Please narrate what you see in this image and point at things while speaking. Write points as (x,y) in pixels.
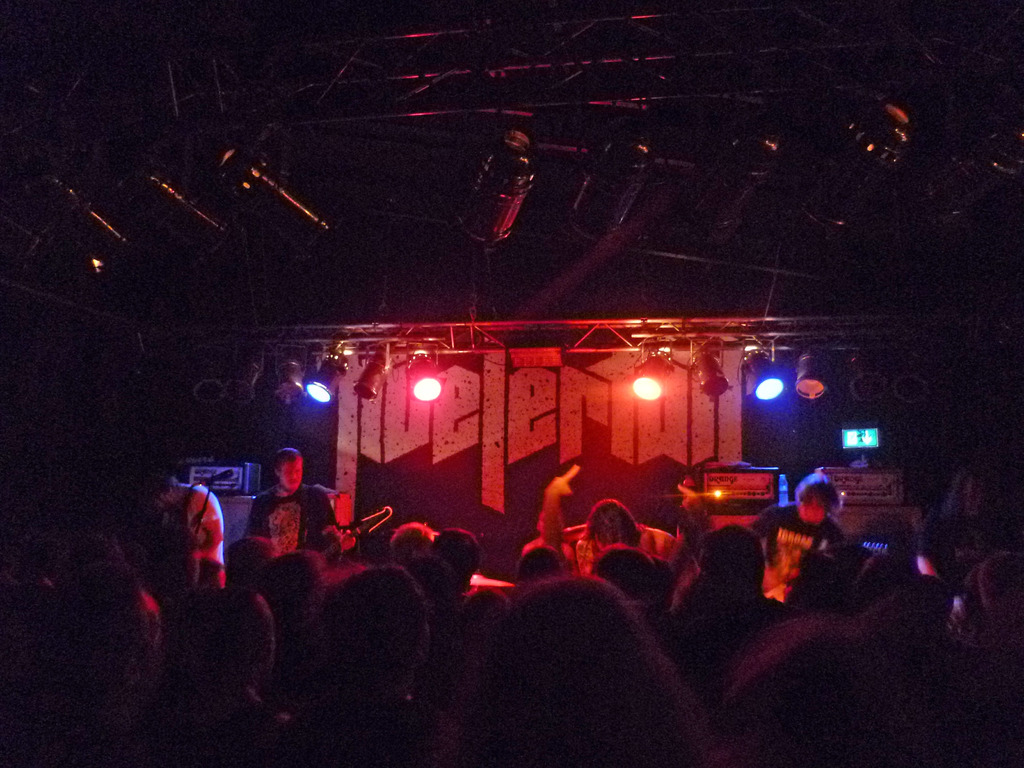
In this image we can see a few people (206,504), some of them are playing musical instruments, there are electrical objects (854,446), there are lights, poles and some electronic objects (749,498), the background (523,239) is dark.
